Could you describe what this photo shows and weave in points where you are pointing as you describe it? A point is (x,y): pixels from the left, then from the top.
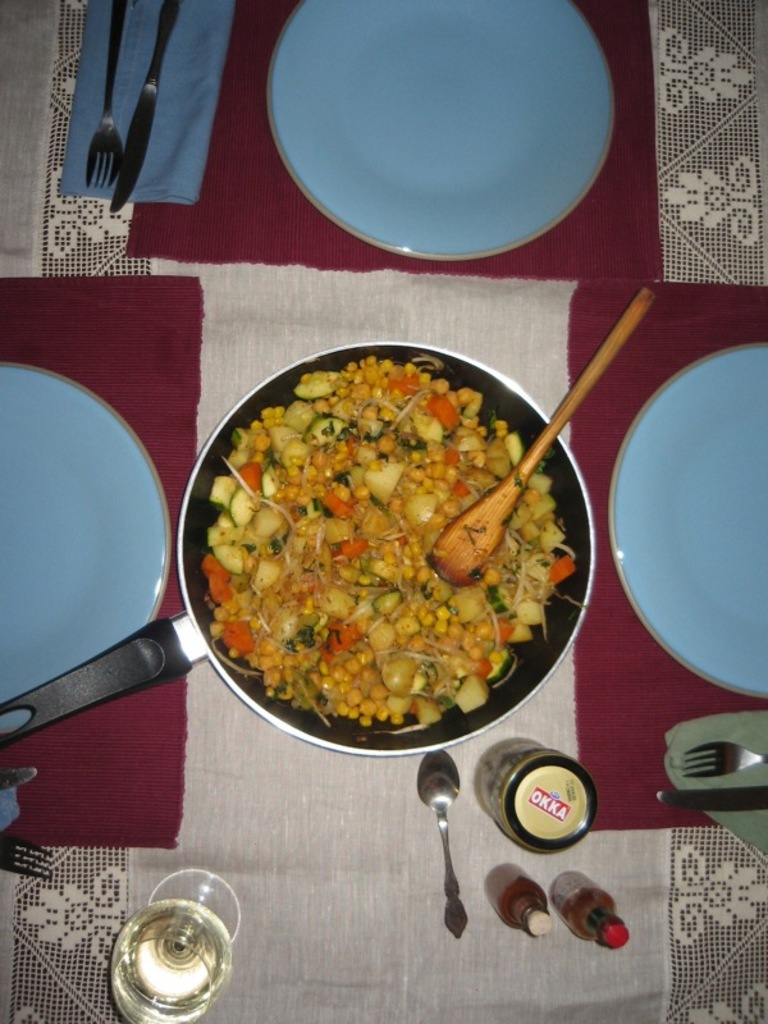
in this image there is table (663,968), on that table (136,76) there is cloth (691,49) on that there are plates (369,134), spoons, forks (115,72) and a pan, in that pan (230,463) there is a food item (496,601).
